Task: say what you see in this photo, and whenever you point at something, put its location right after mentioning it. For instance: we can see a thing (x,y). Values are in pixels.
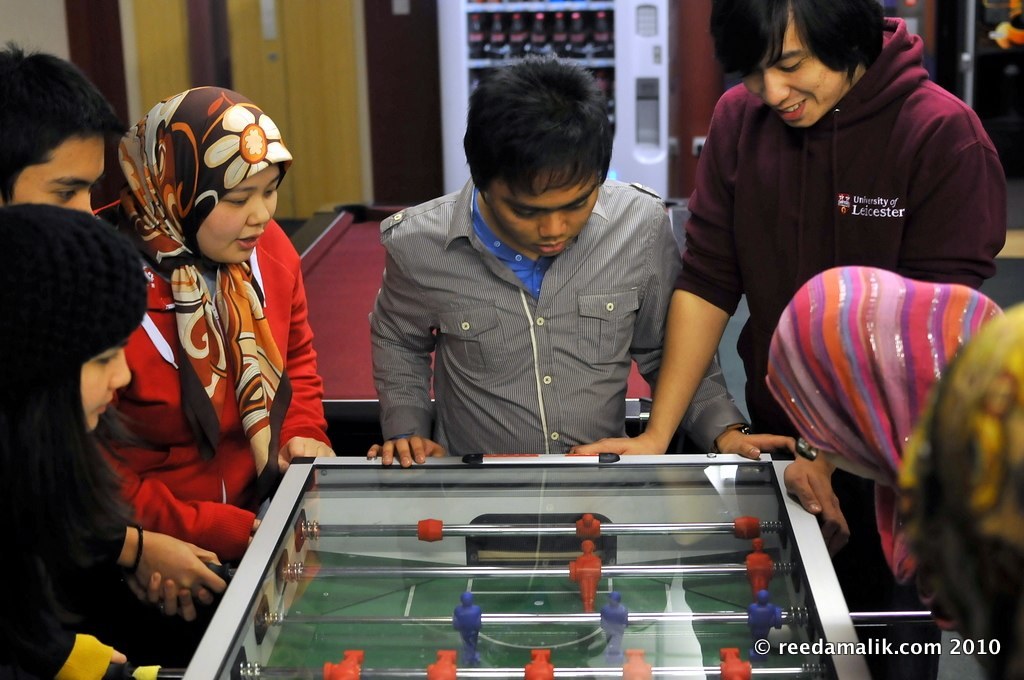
In this picture there are playing a game, there are four women (894,371) and three boys (712,126).
